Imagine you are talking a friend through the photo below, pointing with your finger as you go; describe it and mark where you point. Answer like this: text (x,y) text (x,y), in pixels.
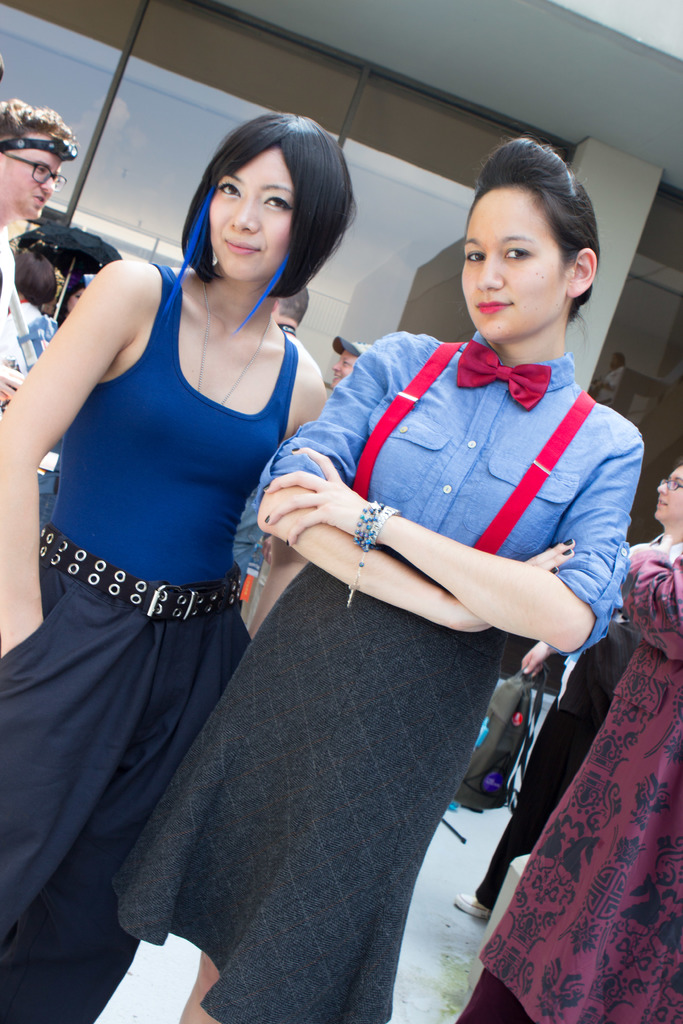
There are two ladies (173,559) standing and there are few other persons (28,181) behind them.
